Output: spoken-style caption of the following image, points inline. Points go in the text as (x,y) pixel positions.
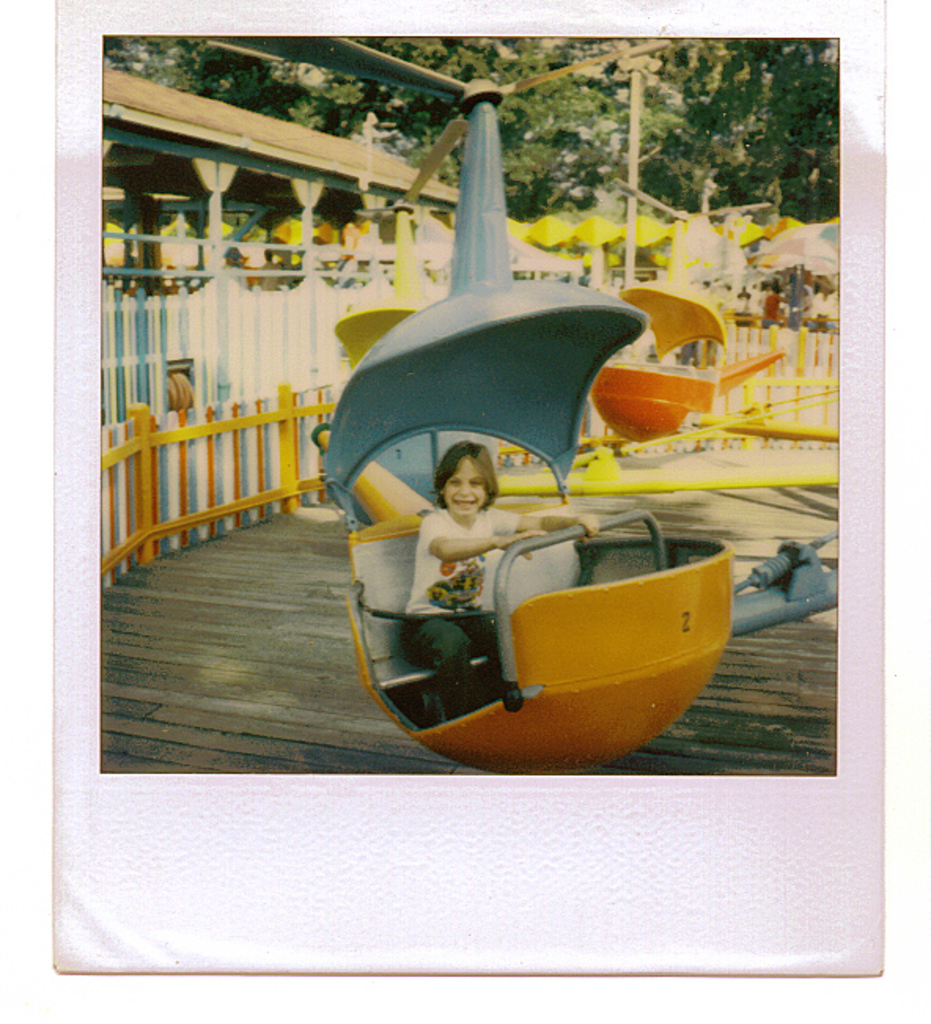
In this image I see a child (472,472) who is sitting on the ride (502,605) and I see that the child (492,510) is smiling and I see the wooden platform (242,587). In the background (277,372) I see the trees (114,66) and I see the fencing (240,387).
